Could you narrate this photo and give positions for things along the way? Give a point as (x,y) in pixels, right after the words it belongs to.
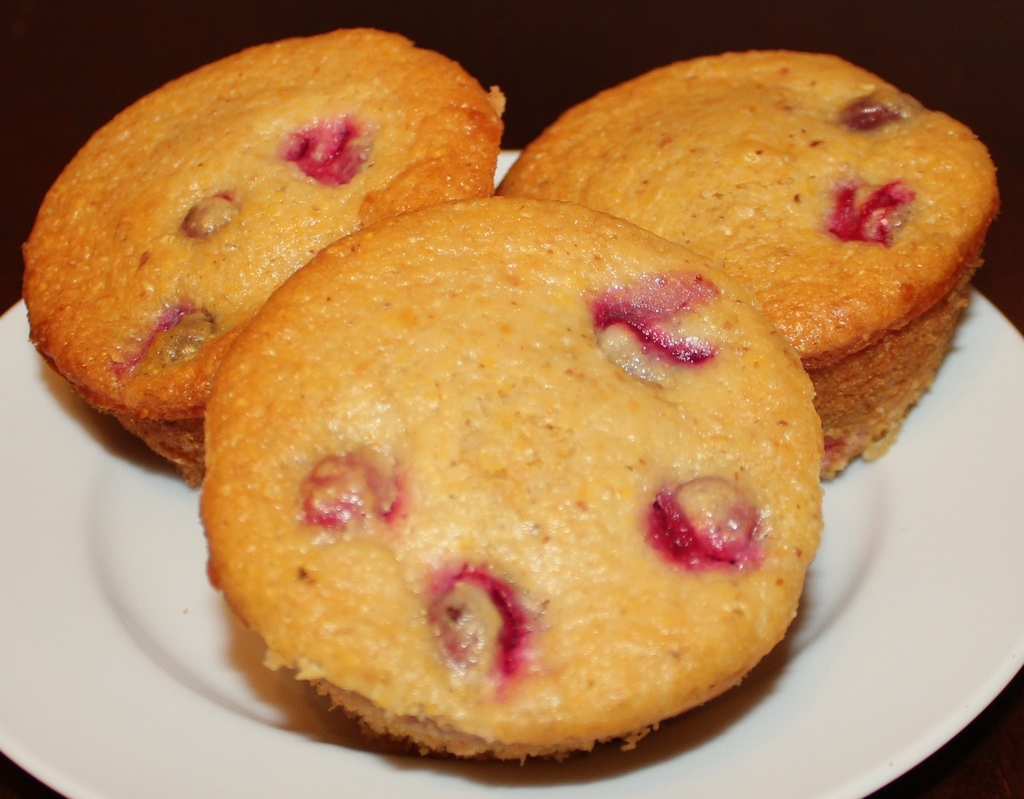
In this picture we can see a plate (196,697), there are three muffins (347,355) present in the plate (193,711), there is a dark background (119,24).
